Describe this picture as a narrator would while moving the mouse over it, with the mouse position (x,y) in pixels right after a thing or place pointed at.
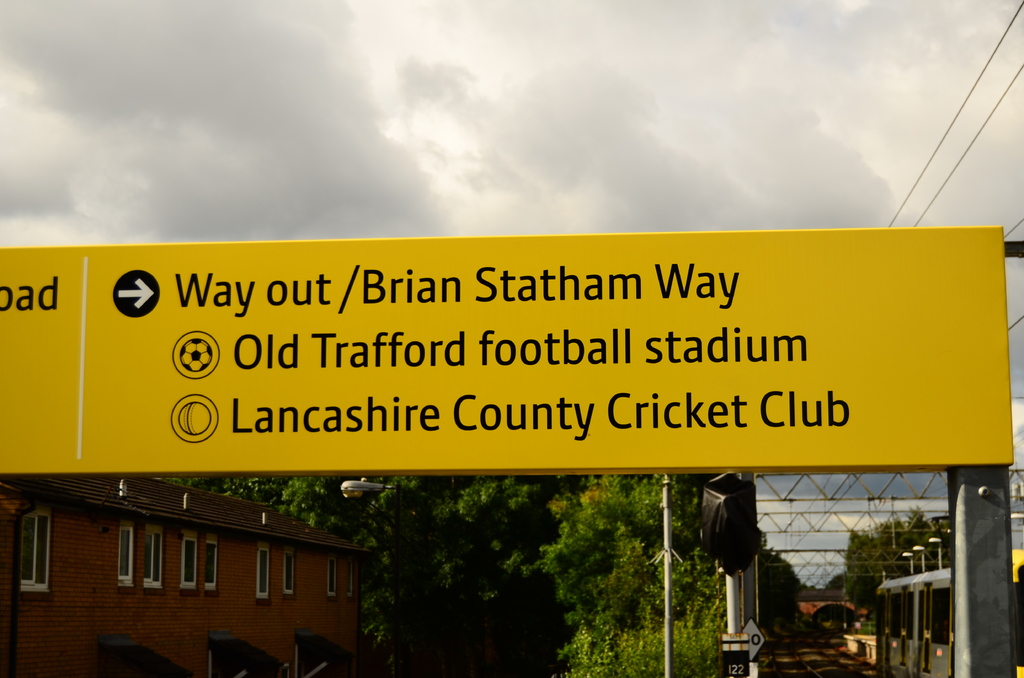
In this image we can see a yellow color board (52,409) with some text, there are few buildings (212,594), trees (368,542), poles (668,631), lights (917,547) and sign boards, in the background (708,124) we can see the sky (405,100).
